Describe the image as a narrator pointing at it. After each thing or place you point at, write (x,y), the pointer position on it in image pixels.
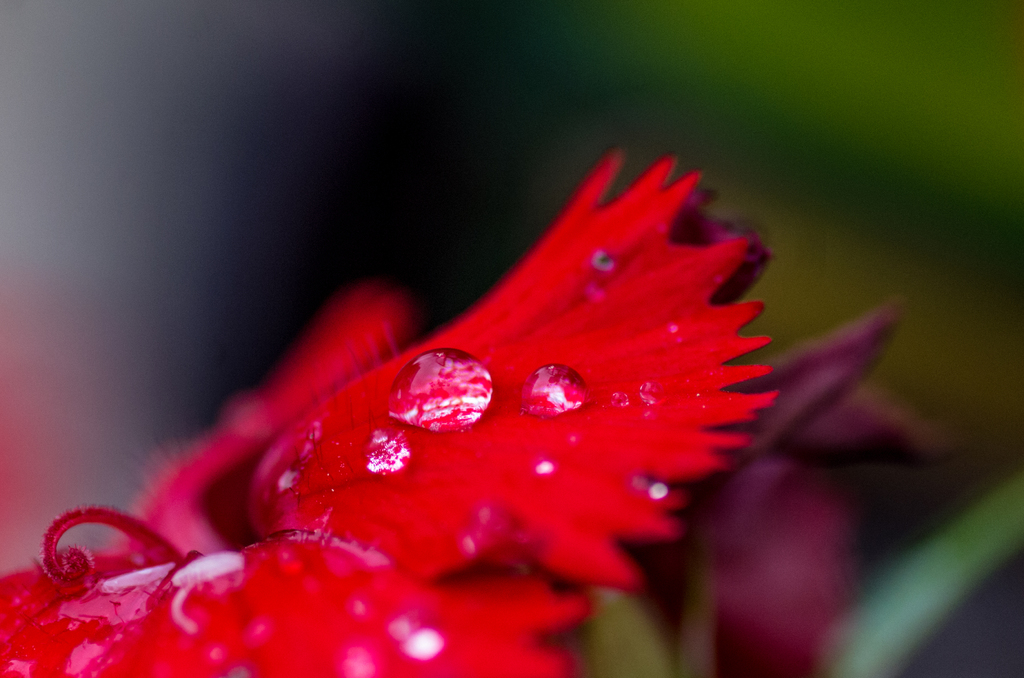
In this picture I can see the flower (678,396). I can see water drops (409,454).
